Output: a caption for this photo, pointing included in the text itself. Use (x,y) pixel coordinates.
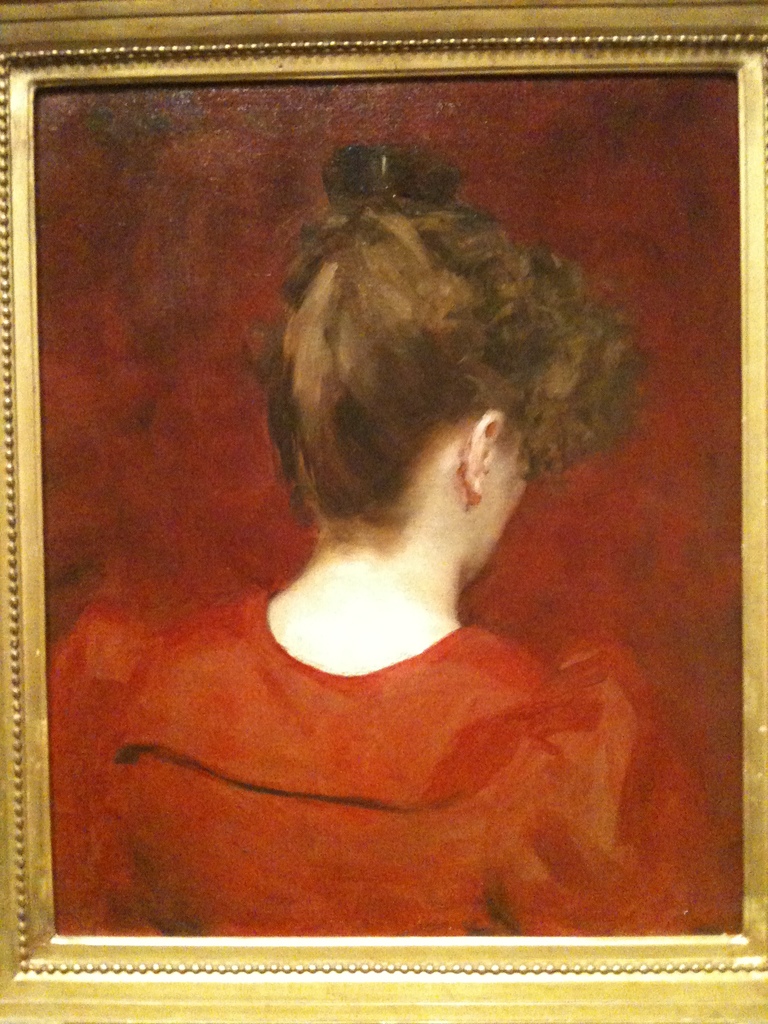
In this image, we can see there is a photo frame (26,985) having a painting (385,666). In this painting (464,572), there is a woman (451,195) in an orange color dress (232,684). And the background (258,364) is brown in color.
